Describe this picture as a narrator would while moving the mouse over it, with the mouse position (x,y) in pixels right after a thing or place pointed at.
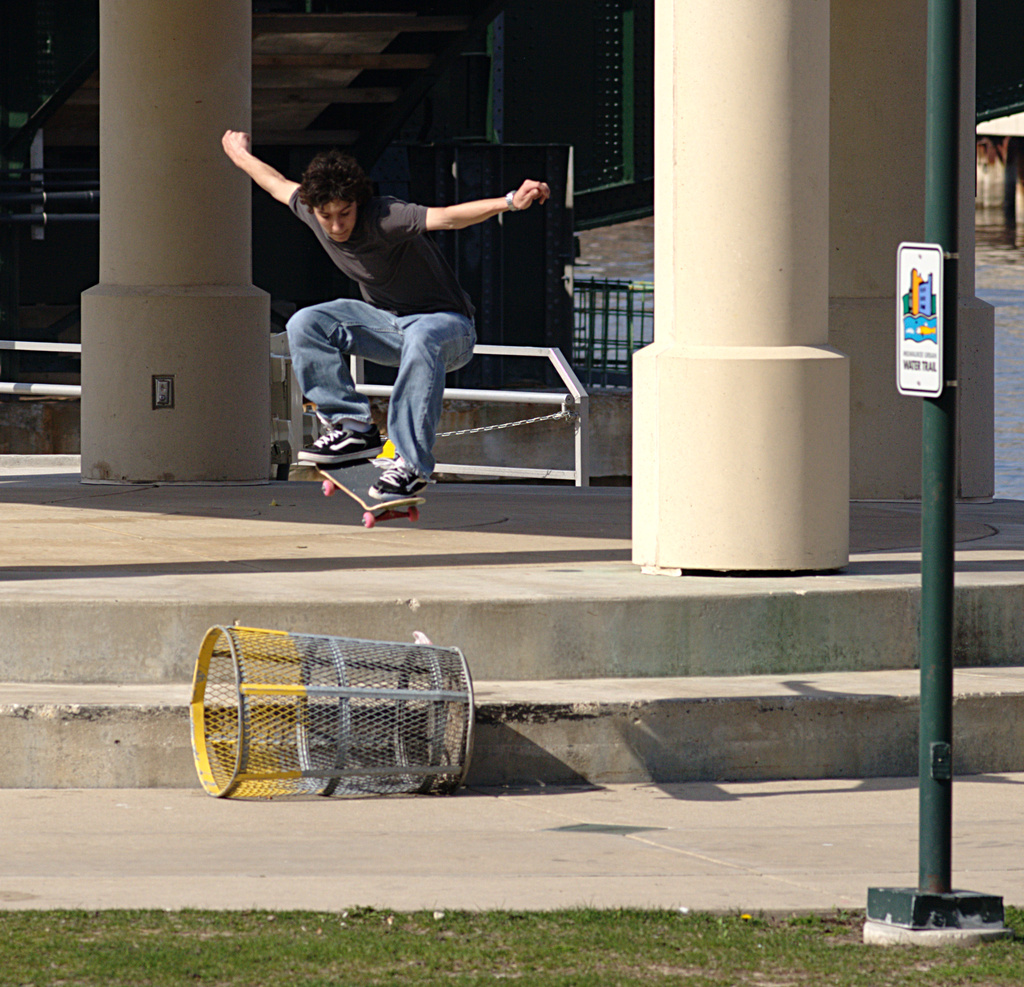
There is a man (448,208) skating and we can see grass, board (915,318) on pole (939,717), pillars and bin (438,679) on the surface (144,845). in the background (622,302) we can see fence (620,283).
